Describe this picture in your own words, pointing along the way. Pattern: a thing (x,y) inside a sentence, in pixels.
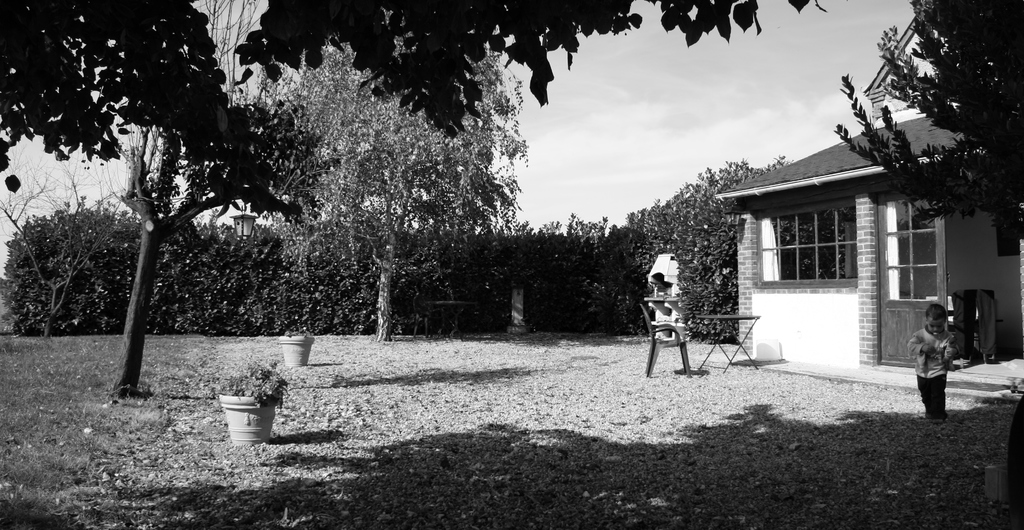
This is a black and white image. In this image we can see a child (943,395) standing on the ground (412,420). We can also see some grass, plants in the pots (248,424), a table (757,368), chair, a house (739,273) with roof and windows (929,294), a group of trees (454,227), a lamp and the sky (622,186) which looks cloudy.
